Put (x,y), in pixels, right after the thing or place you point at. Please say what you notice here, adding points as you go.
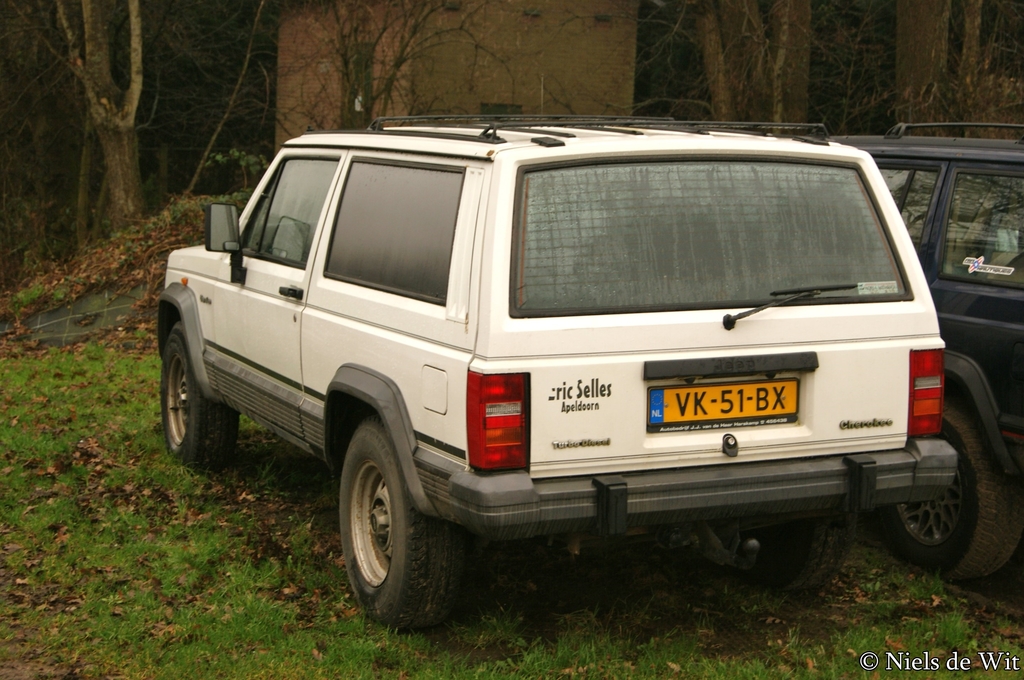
In this image we can see some cars (539,466) placed on the ground (152,500). We can also see some grass (165,527), a group of trees (154,105) and a building (469,85).
